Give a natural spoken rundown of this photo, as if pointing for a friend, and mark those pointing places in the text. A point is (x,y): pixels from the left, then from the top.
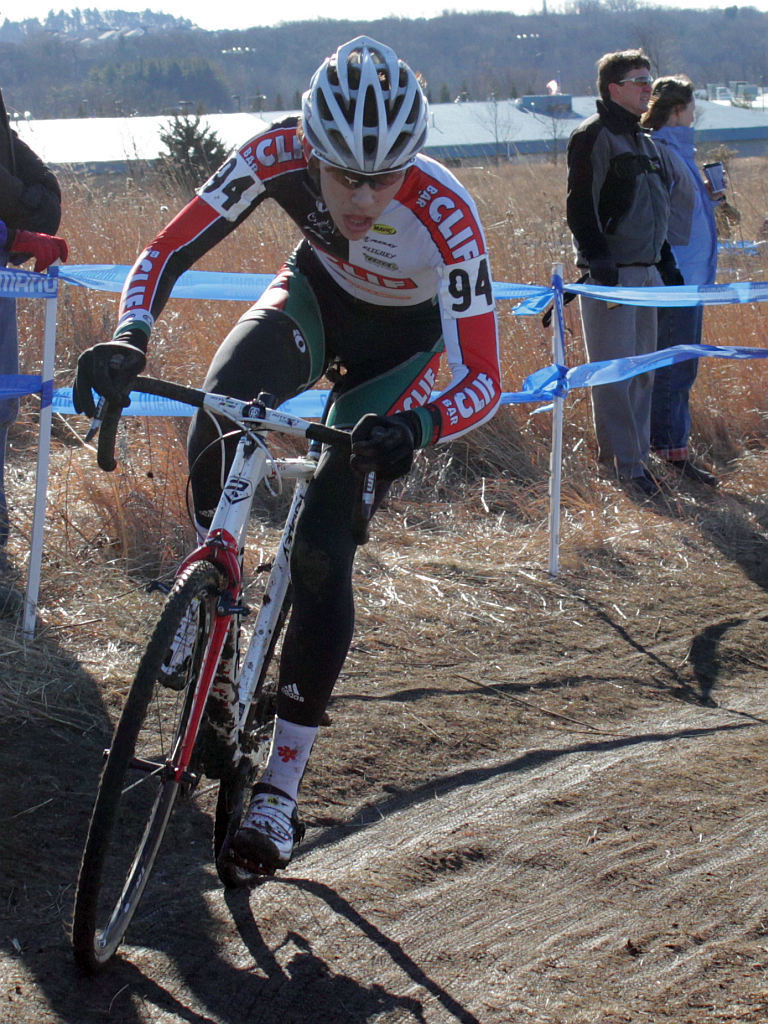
In the image we can see a person (308,327) wearing clothes (332,410), gloves (357,430), shoes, helmet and the person (142,351) is riding on the bicycle (186,566). Here we can see people (624,142) standing and here we can see dry grass (127,240), buildings (127,126), trees (169,59) and the sky (315,8). We can even see the poles (553,515) and the tape (599,298) attached to the poles (554,450).
